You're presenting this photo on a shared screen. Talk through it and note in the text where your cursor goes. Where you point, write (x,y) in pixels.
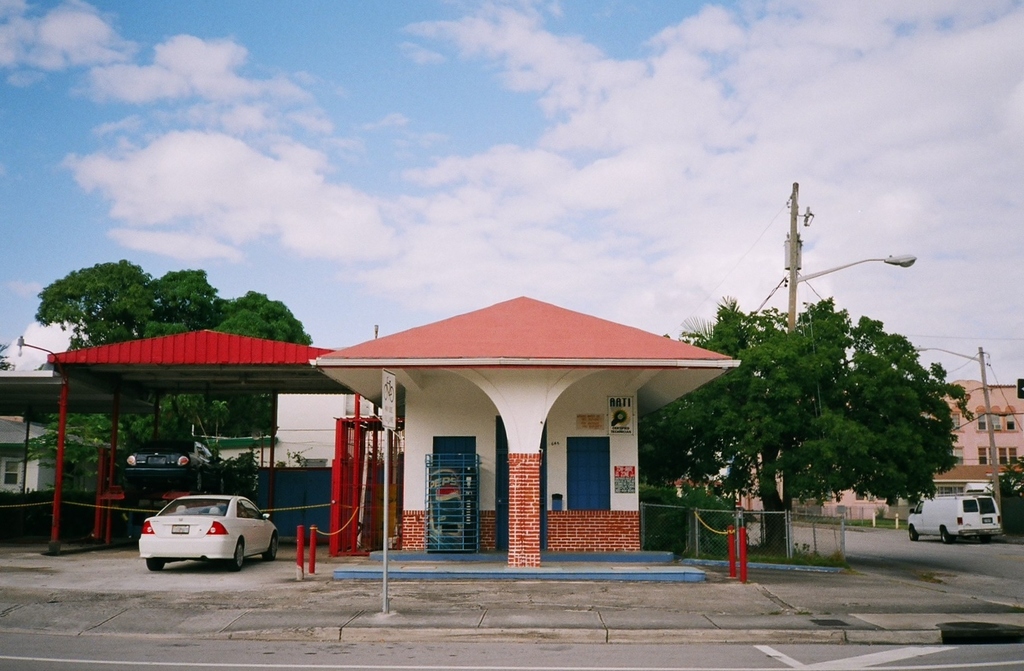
This image is clicked on the road (608,658). Beside the road (622,661) there is a walkway (438,604). There is a sign board pole (385,414) on the walkway (399,593). Beside the walkway (412,587) there is a house (508,390). To the left (207,477) there is a car (177,516) parked under the shed (132,359). To the right (937,521) there is a car (960,534) moving on the road (941,543). Beside the road (908,531) there are trees (753,425), plants (711,505) and street light poles (984,372). In the background (972,417) there are buildings (971,409) and trees (100,322). At the top (496,121) there is the sky (425,168).
